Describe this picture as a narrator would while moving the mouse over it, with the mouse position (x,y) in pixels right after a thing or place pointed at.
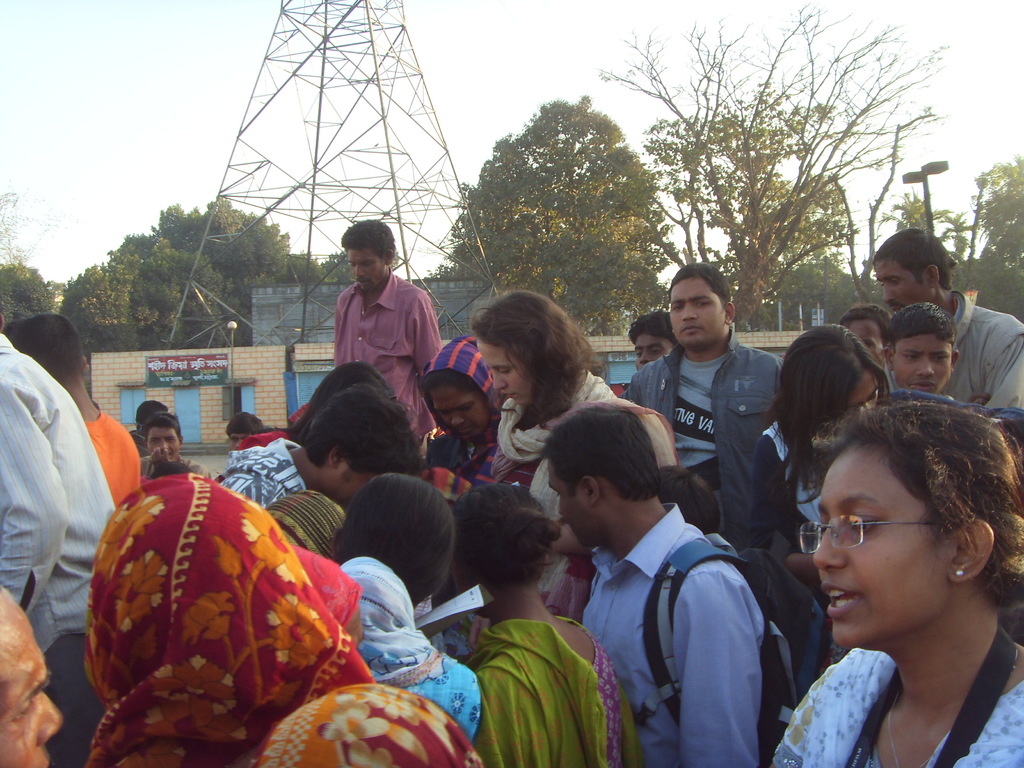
In this image there is the sky (483,66) towards the top of the image (570,67), there is a tower (326,60) towards the top of the image (245,243), there are trees (254,260), there is a wall (207,430), there are windows (230,400), there is a door (185,409), there is a board (195,376), there is text (173,380) on the boards (185,368), there are poles (926,216), there are streetlights (921,177), there are persons (552,514) towards the bottom of the image (500,551), they are holding an object (461,597), there is a man (646,557) wearing the bag (666,565).
